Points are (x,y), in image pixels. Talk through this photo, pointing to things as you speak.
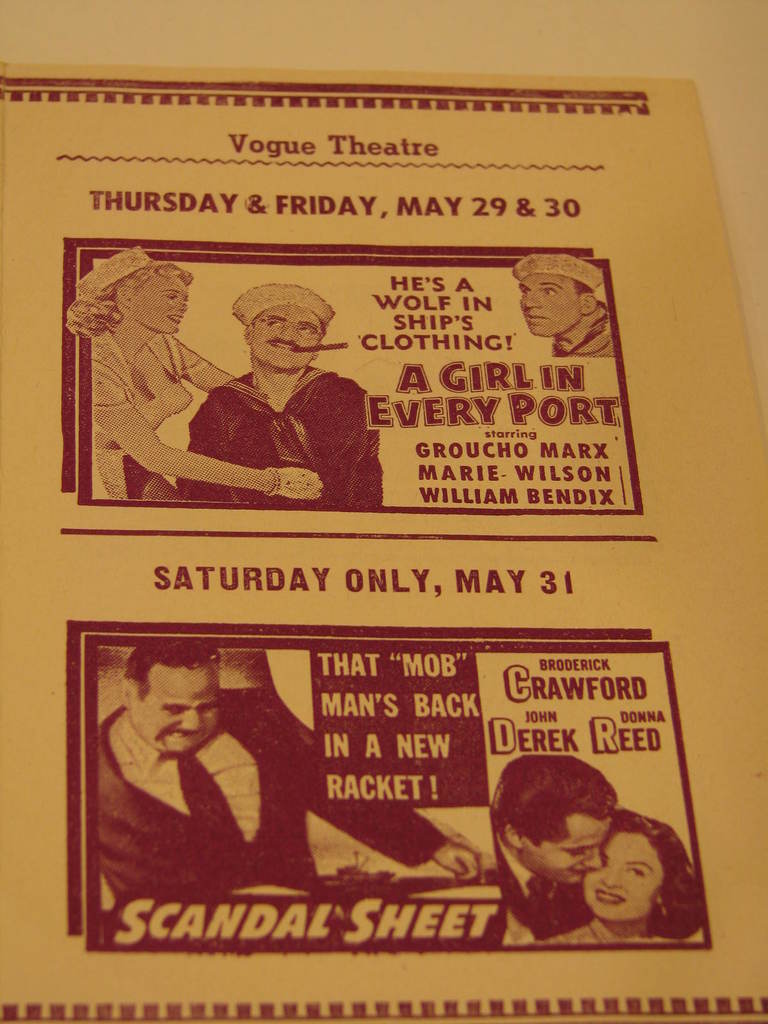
In this picture there is a pamphlet (368,570). On the pamphlet (578,361) there are pictures (607,353) of group of people (247,464) and there is a text (413,413). At the back (688,15) there is a cream color background (690,56).
